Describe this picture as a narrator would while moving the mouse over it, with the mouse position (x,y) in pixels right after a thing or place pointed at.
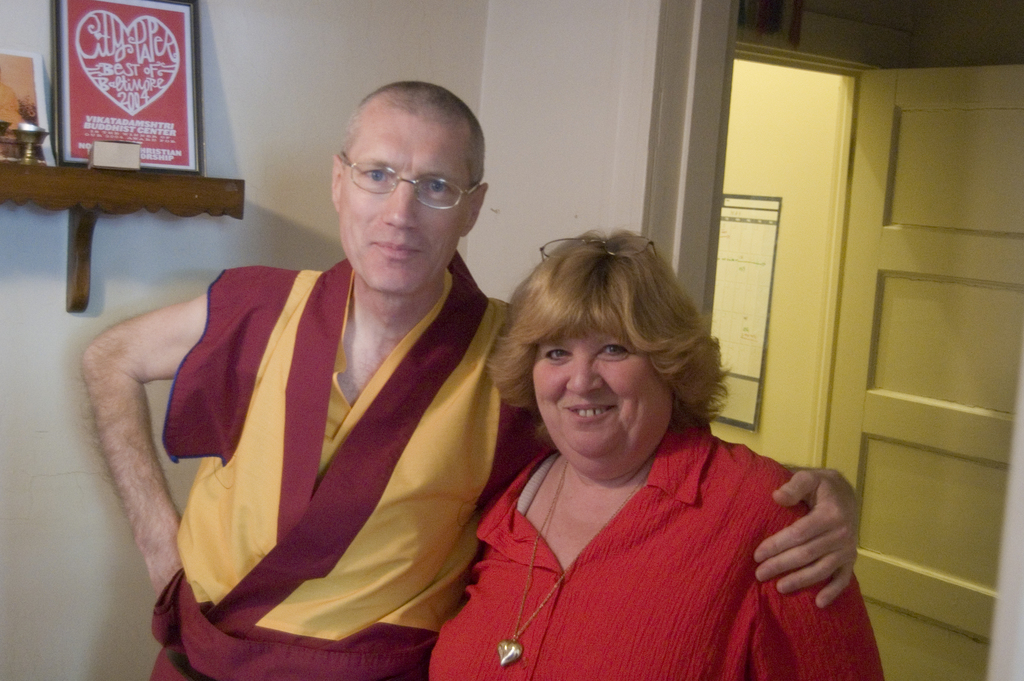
In this picture we can see a man (485,368) and woman (544,356), he wore spectacles (434,190) and she is smiling, beside him we can see a frame (122,101) and few other things (22,129) on the stand (78,245), in the background (743,285) we can see a poster (750,261) on the wall (792,337).
